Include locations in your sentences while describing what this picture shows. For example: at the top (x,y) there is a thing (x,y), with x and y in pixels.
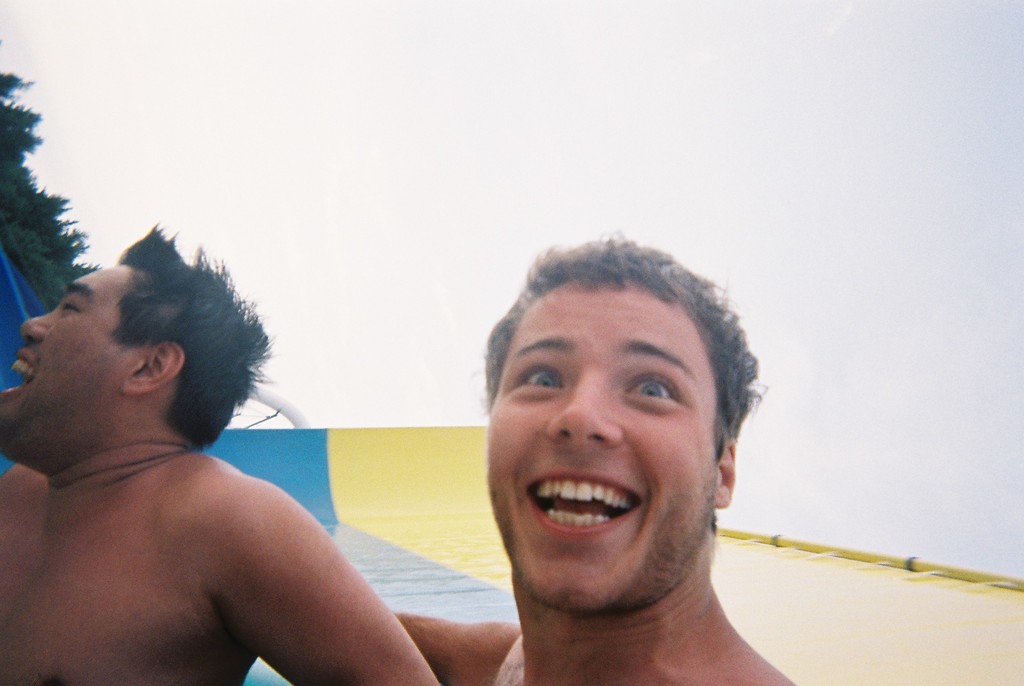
In this picture I can see two men (531,421) are smiling. In the background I can see sky (686,257) and on the left side (20,242) I can see tree (27,229).
